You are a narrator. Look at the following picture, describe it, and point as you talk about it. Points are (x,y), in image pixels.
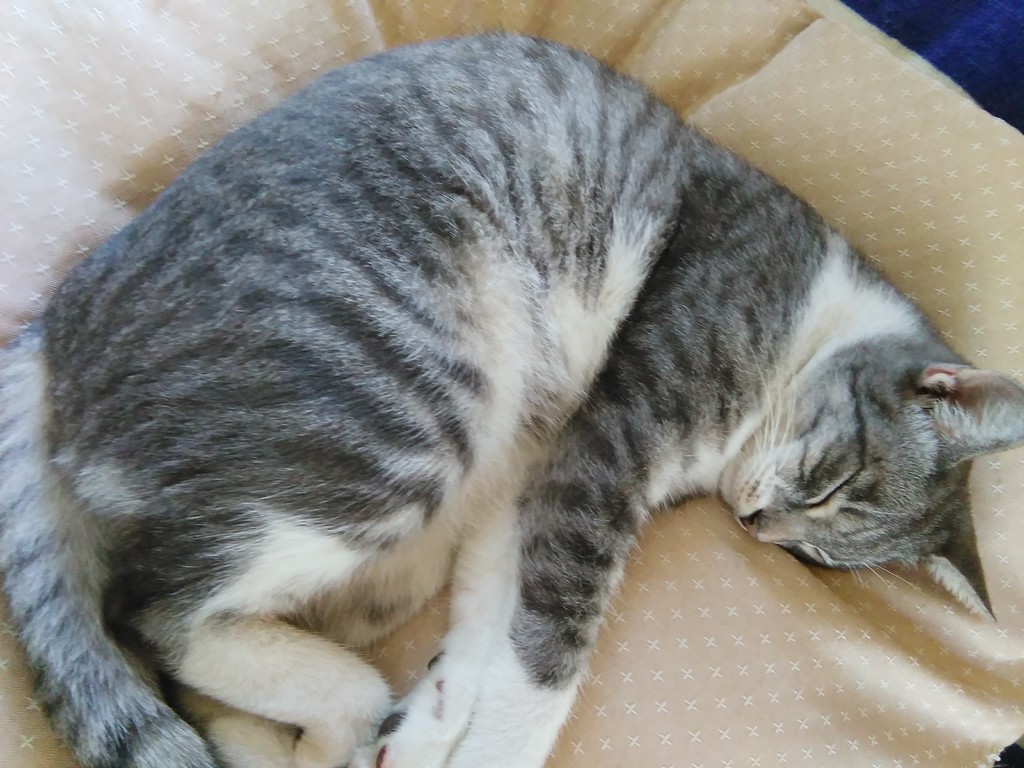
In this image I can see a cat (387,235) laying on a bed (867,674).
